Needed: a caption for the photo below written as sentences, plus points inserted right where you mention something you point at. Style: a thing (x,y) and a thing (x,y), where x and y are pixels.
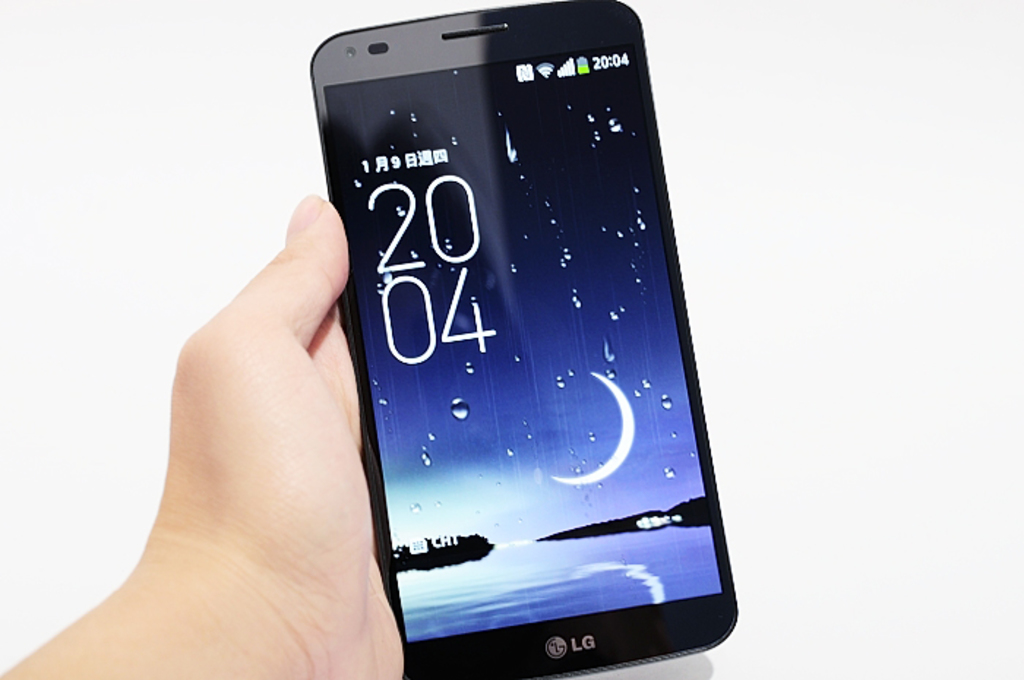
This is a zoomed in picture. In the foreground (290,297) we can see the hand (315,409) of a person (319,392) holding a mobile phone (429,164) and we can see the numbers (480,315) and picture (449,475) of a moon (609,461), water body (629,549), sky (520,465) and some other pictures (563,380) on the display (550,67) of the mobile phone (443,418). The background of the image (72,201) is white in color.
